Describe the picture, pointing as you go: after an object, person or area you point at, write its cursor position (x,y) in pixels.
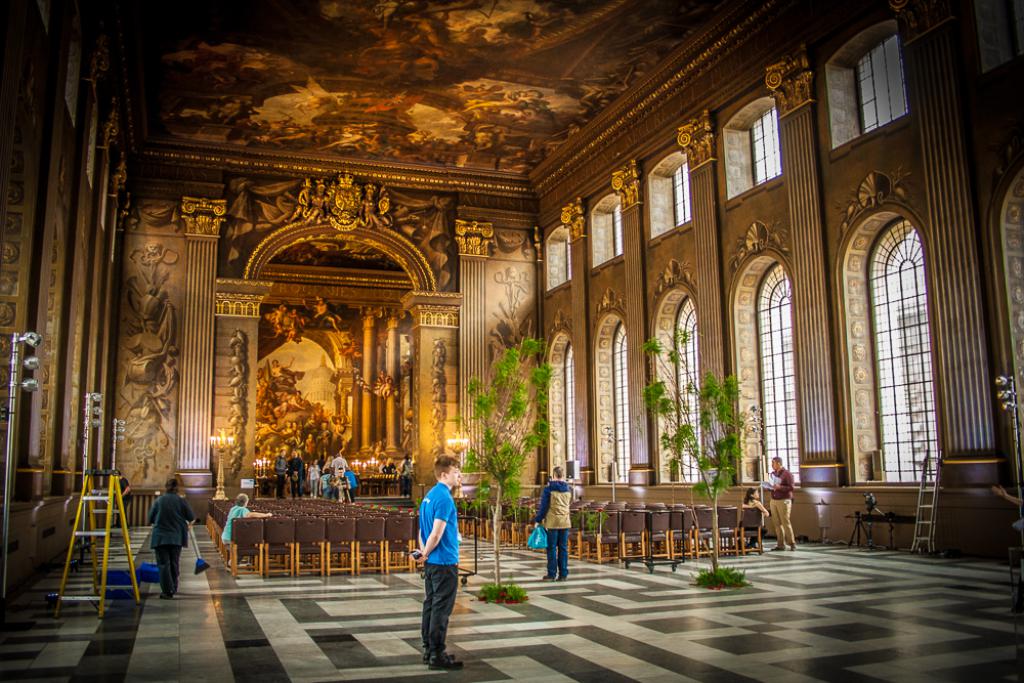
In this picture there is interior of a building (486,271) and there is a person (449,557) wearing blue shirt (452,546) is standing and there is another person (554,512) holding an object (541,538) is standing and there are few chairs (370,516) and persons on either sides of him and there are few persons (342,478), candles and some other objects (373,472) in the background (356,462) and there are few designs (300,312) on the interior walls (339,334) of the building (359,394).
